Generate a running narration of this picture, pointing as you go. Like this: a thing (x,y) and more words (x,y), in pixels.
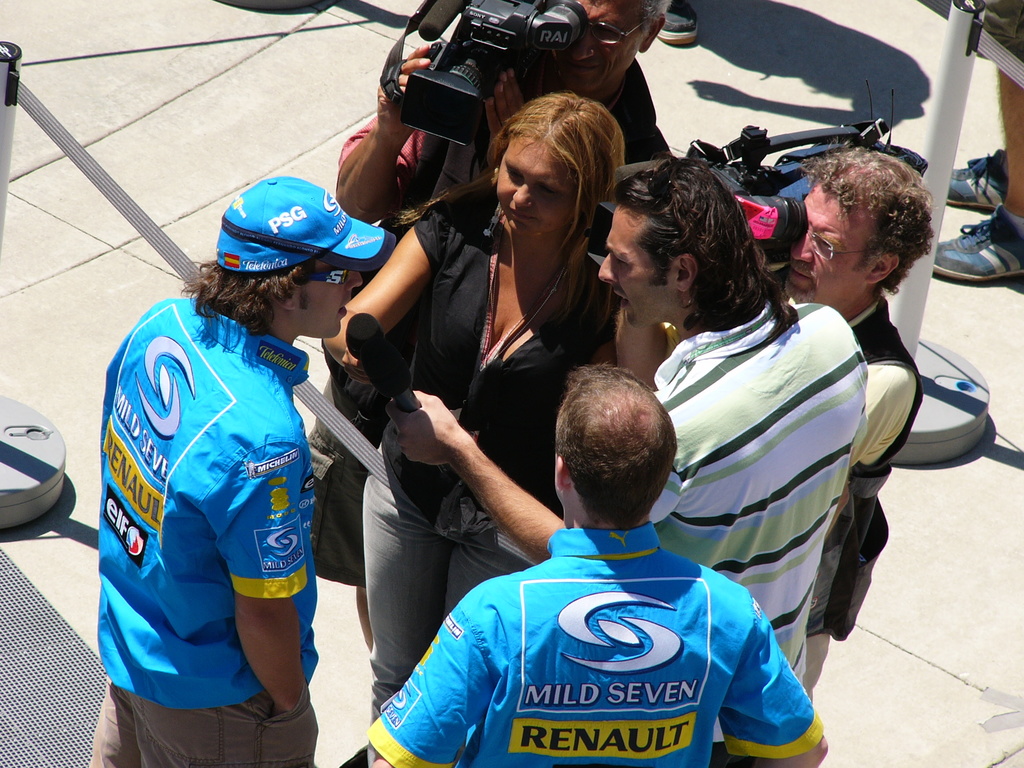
In this picture there is a woman (580,285) who is wearing black dress (500,370) and beside her there is a cameraman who is holding a camera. Beside her there is a man (819,433) who is wearing strip t-shirt (734,531) and trouser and he is holding a mic (370,349). Beside the mic (372,336) I can see the man (227,354) who is wearing blue dress (196,463). On the right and left side I can see the poles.
